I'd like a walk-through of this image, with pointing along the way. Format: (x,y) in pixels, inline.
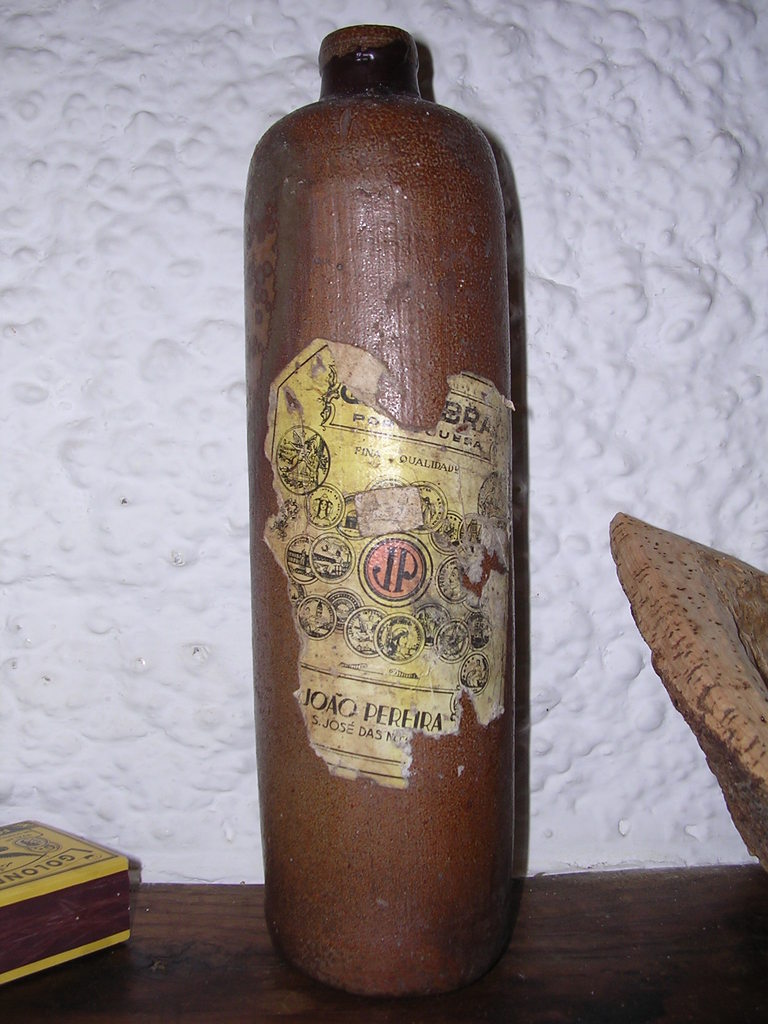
In this image we can see a bottle (335,821) and things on the wooden surface (584,892). In the background (161,521) there is a white wall (161,521).
